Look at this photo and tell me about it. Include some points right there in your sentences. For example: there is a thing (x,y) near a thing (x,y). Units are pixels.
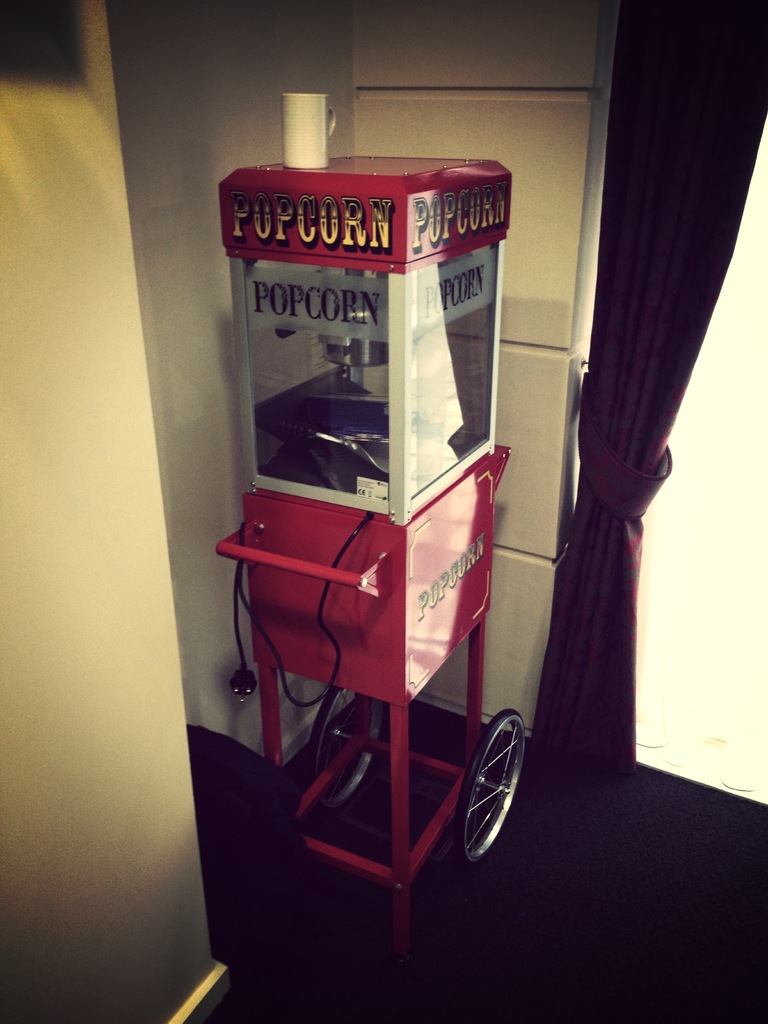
This picture contains a red color popcorn vehicle (416,510). Behind that, we see a white wall (546,594). Beside that, we see a window (664,582) and a curtain (627,445) in brown color. This picture is clicked inside the room (581,792).
